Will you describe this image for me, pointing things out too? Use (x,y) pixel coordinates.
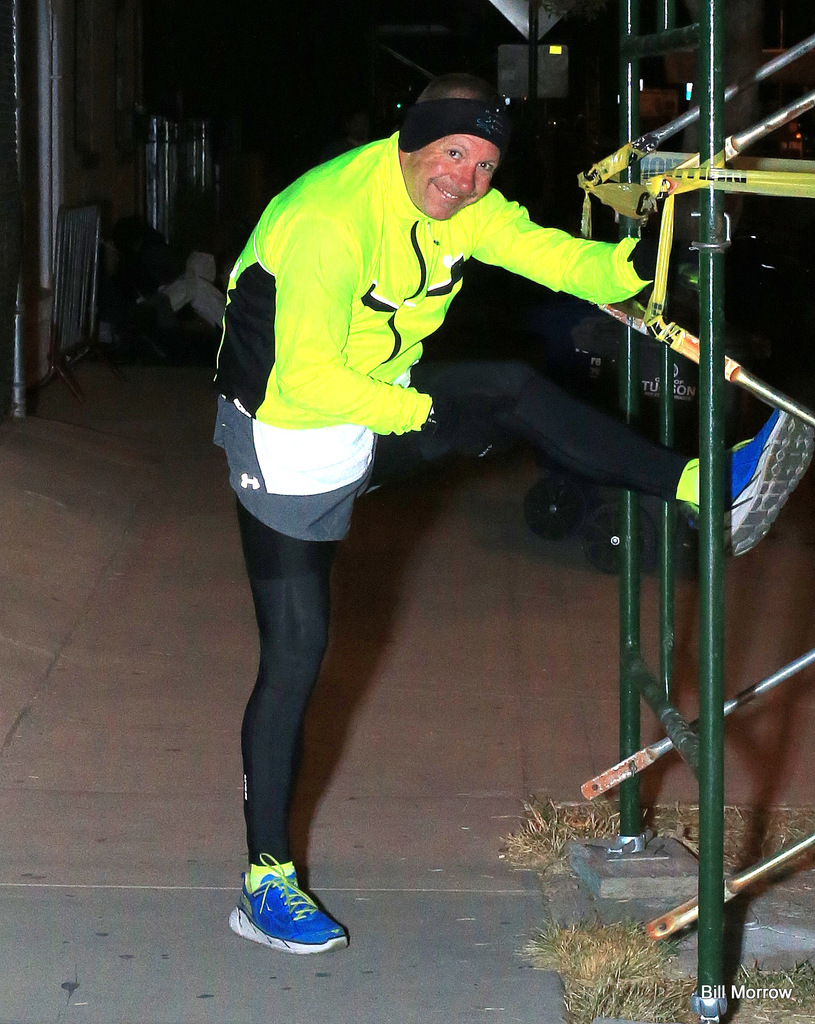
In this image we can see a person (377,341) wearing green color jacket (348,340), also wearing black color pant (278,603), shoes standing near the rods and in the background of the image (138,263) there are some persons (145,243) sitting and we can see a wall (38,361).
